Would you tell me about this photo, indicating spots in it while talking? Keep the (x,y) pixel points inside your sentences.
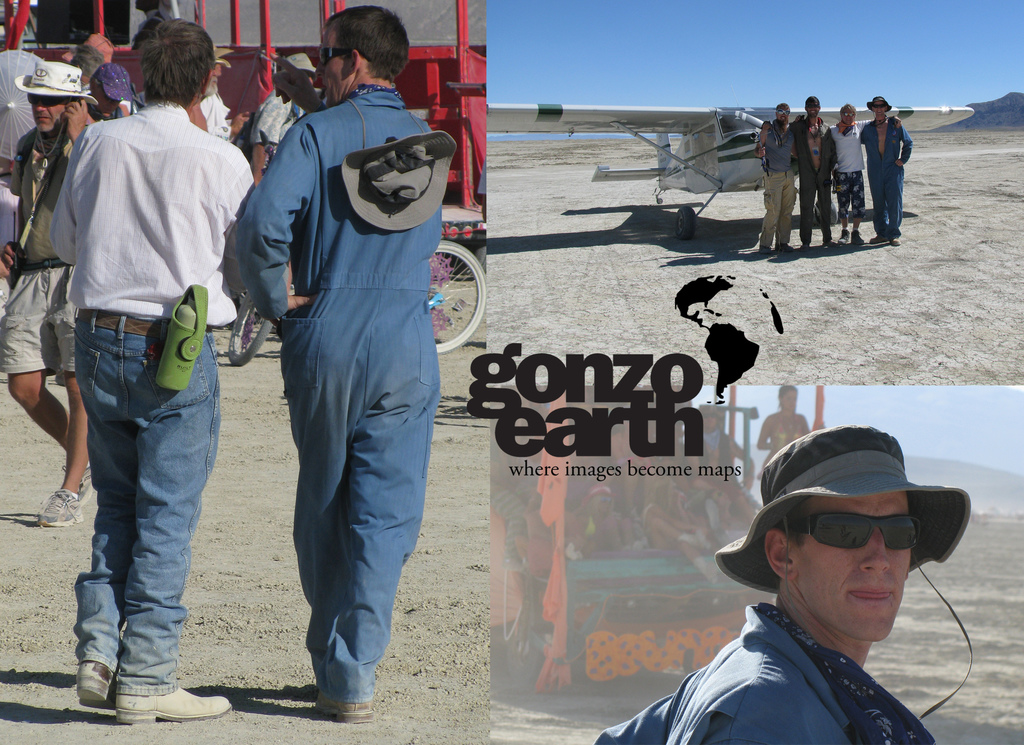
On the left side of the image (286,435) we can see people (133,232) standing on the sand (265,573), carts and a bicycle (465,253). In the top right hand corner of the image (804,189) we can see people (823,192) standing on the sand (746,245) in front of the aeroplane (738,184), sky (682,61) and hills (1006,110). In the bottom right hand corner of the image (890,552) we can see a man (843,629), people (720,458) sitting on the motor vehicle (555,571), hills (933,480) and sky (918,443).
